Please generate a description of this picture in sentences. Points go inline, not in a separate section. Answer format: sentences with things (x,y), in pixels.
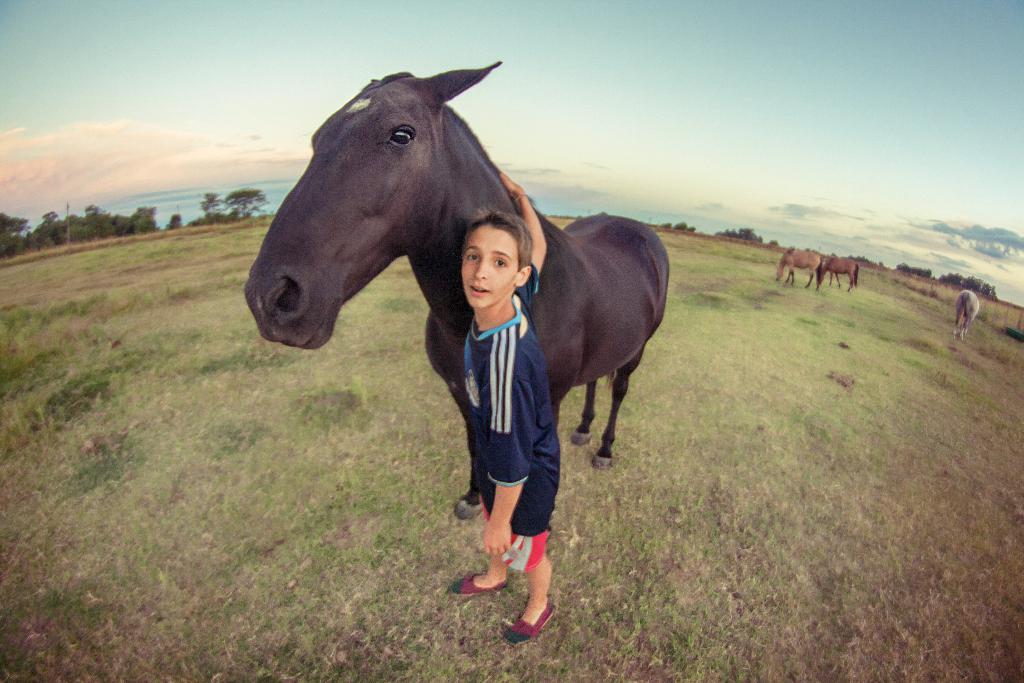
In this image, we can see a boy (494,477) is standing and holding a horse (545,268). He is watching. On the right side (796,281), we can see few horses (852,276). At the bottom (891,626), we can see grass (428,531). Background (957,283) there are few trees (30,239), plants (82,229) and sky (467,108). On the left side of the image (70,231), we can see a pole (68,229).
